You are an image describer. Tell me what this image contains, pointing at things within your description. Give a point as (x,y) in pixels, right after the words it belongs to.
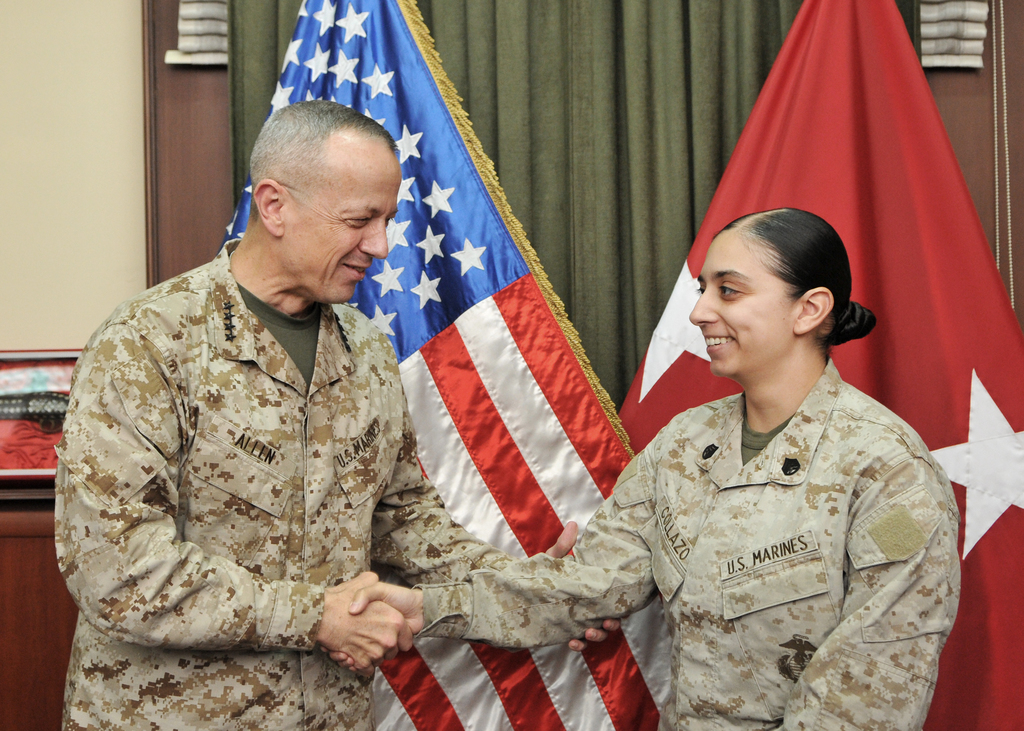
On the left side (293,488), there is a person (270,455) in uniform (201,309), shaking hands (373,609) with a woman (745,441) and holding hand (400,604) of that woman (734,541) who is smiling. In the background (512,225), there are two flags (861,226), a curtain (769,58), an object (59,401) and a wall (81,301).
